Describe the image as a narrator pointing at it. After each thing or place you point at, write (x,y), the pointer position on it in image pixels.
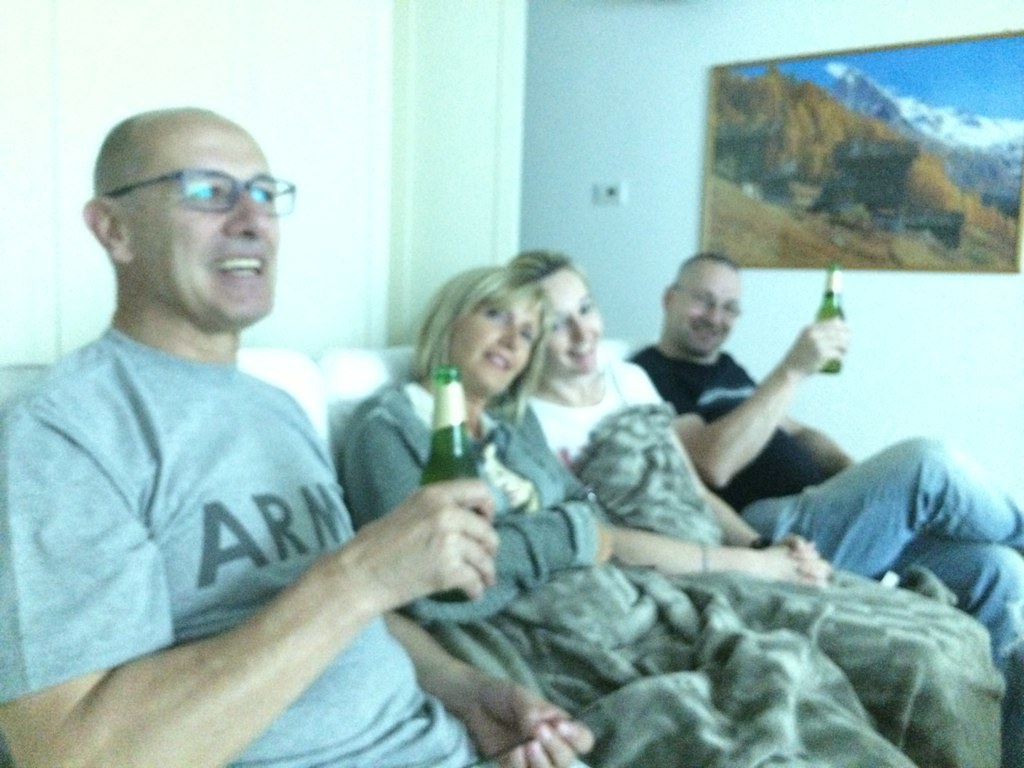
In this picture there is a man (221,319) who is wearing spectacle (195,196) t-shirt (154,559) and holding beer bottle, Here we can see two women (527,425) who are sitting on the couch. On the right (809,376) there is a man (788,389) who is wearing spectacle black t-shirt (681,384), trouser (847,532) and holding a beer bottle (837,368), sitting near to the wall (847,419). On the top right (889,158) we can see photo frame (717,153). On the top left (76,104) we can see window cloth (120,63).
